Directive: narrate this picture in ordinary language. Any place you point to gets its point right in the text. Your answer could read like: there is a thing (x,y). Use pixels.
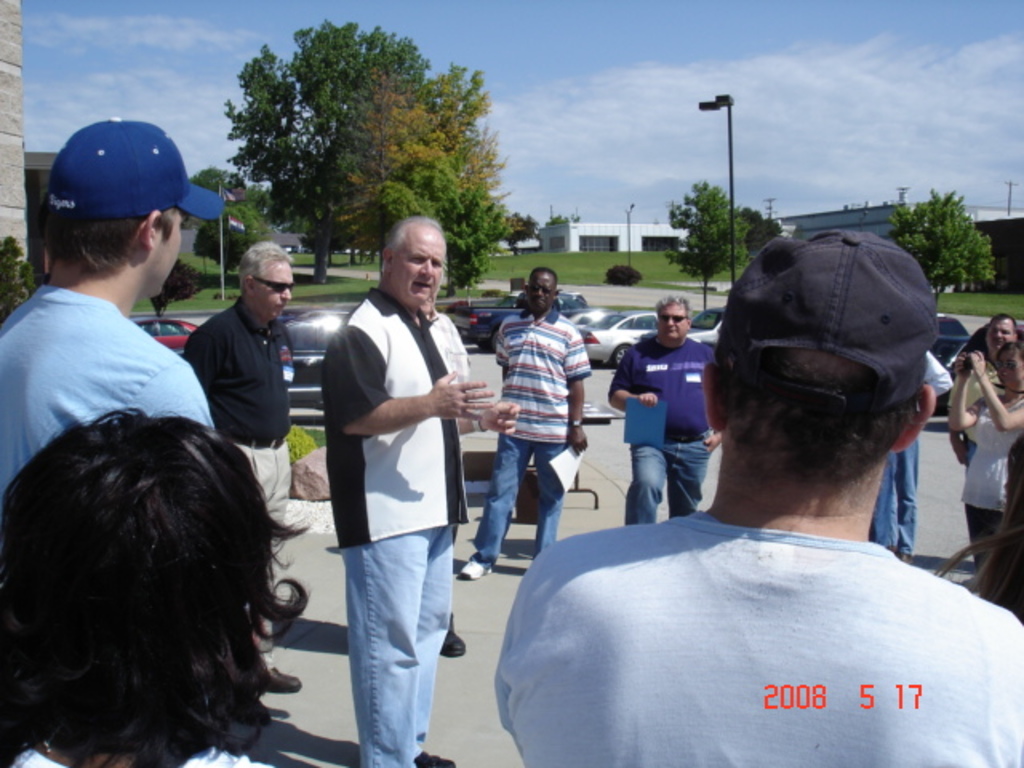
There are people (588,622) standing and we can see vehicles (301,313) and light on pole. In the background (698,208) we can see trees (395,138) and sky (622,106).
